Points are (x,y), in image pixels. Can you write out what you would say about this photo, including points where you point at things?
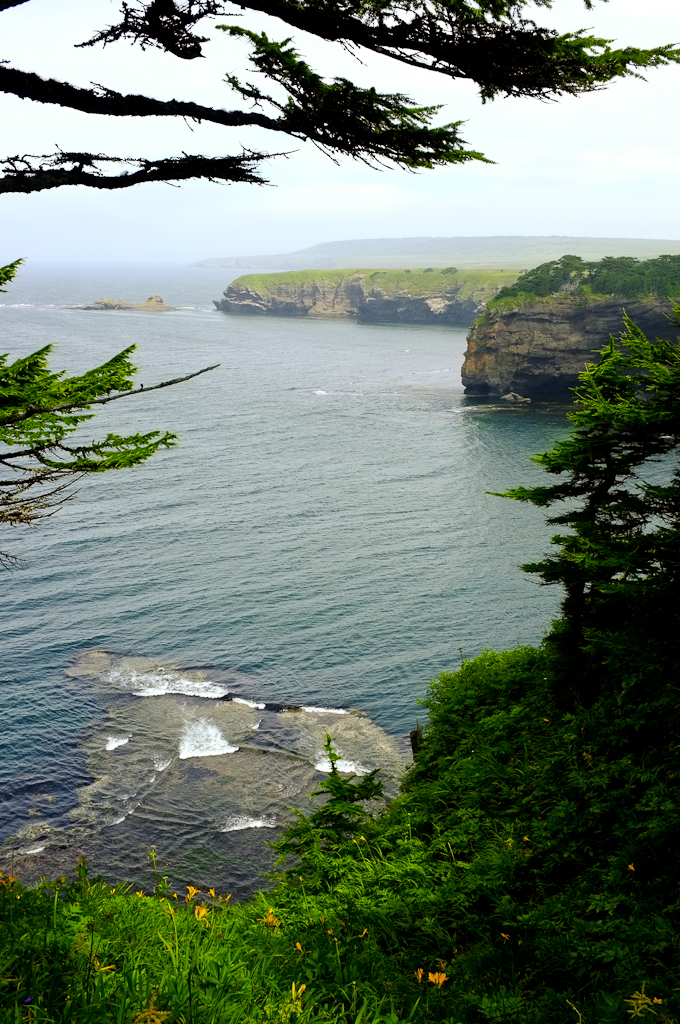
In this image we can see water (350,348). Also there are trees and plants (305,926) with flowers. In the background (370,197) there are hills (471,246) and sky (412,192).
